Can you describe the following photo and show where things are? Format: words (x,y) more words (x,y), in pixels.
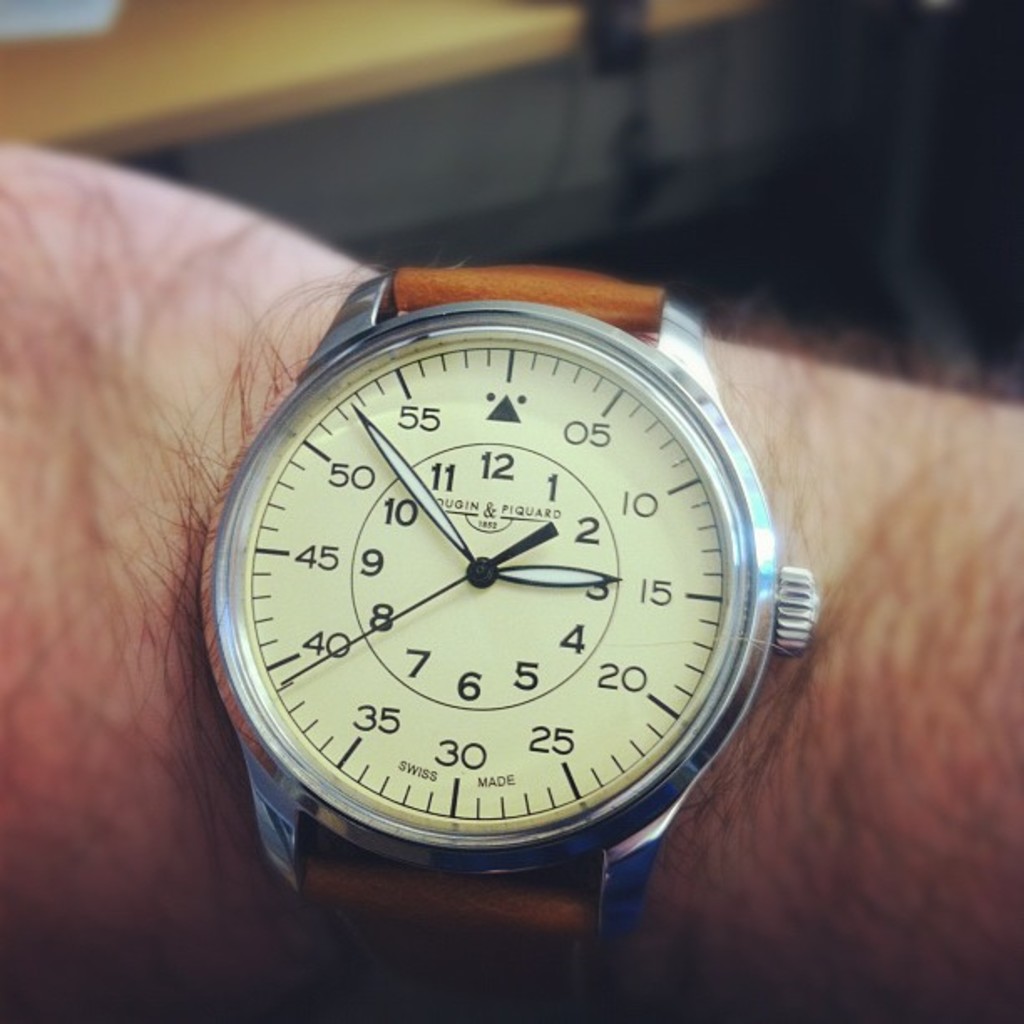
In the foreground of this image (518,577), there is a wrist watch (460,612) to a hand (84,555). On the top (298,39), it seems like a table (322,17).
